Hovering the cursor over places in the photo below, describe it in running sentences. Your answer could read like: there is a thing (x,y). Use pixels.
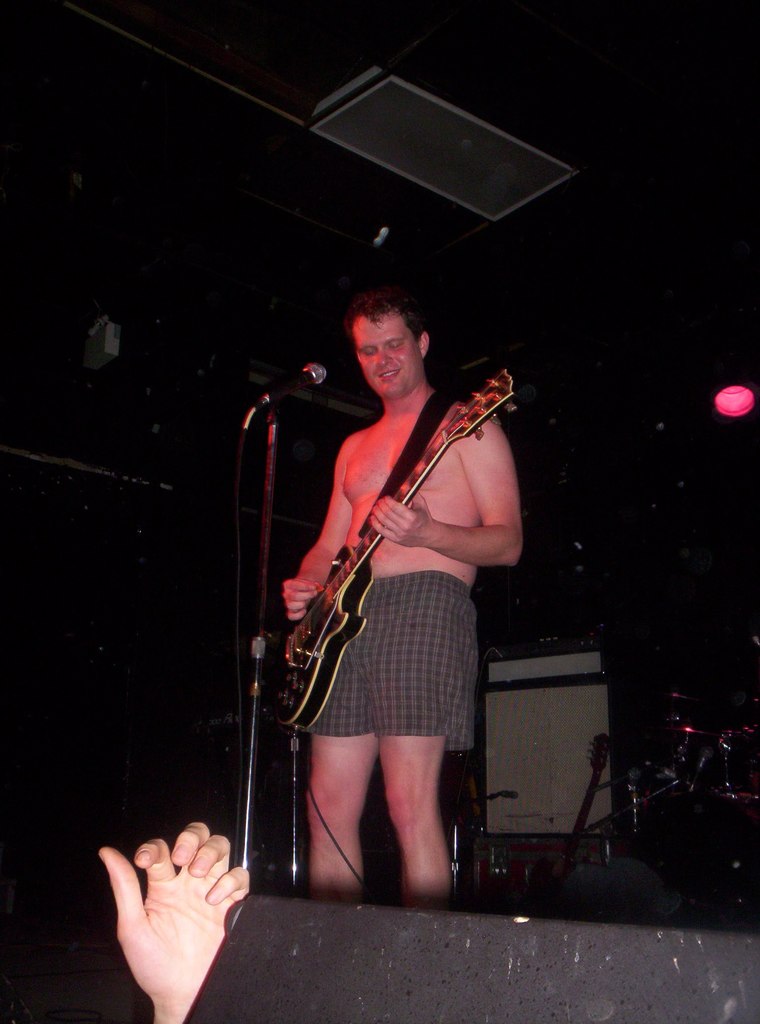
In this picture we can see man (370,490) holding guitar (476,406) in his hand (315,584) and playing it and smiling and in front of him we can see mic stand (246,825), person's hand (197,884) and in background (566,548) we can see light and it is dark.
